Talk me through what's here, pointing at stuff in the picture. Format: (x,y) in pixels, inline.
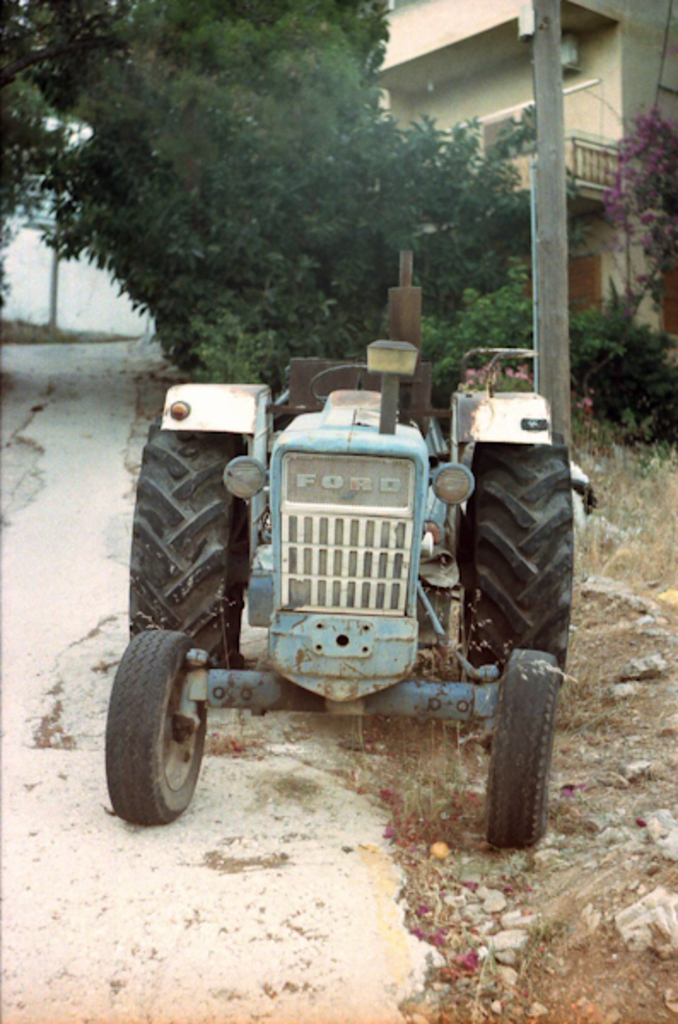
In the image in the center (377,495) we can see one tractor (283,642). In the background (468,163) we can see trees (508,143), plants (645,159), grass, flowers (645,150), stones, building (674,38), wall (651,101), fence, pole (540,63) and road (101,376).
